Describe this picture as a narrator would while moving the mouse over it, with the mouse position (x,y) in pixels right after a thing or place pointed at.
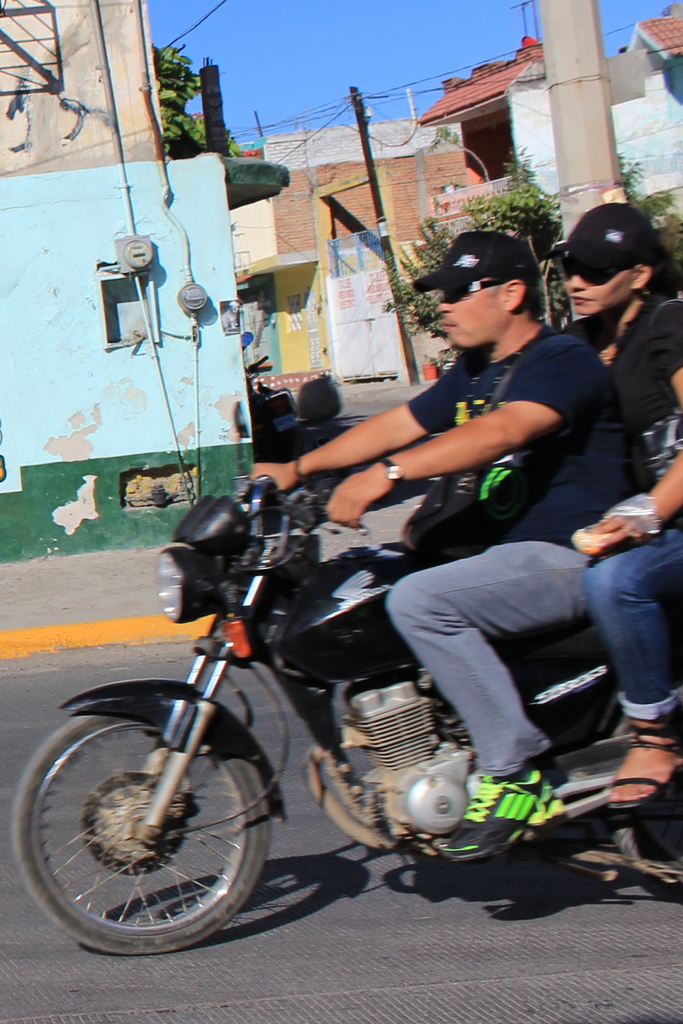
In this image I see a man (469,355) and a woman (574,291) on the bike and they are on the path (14,981). In the background (675,27) I see few buildings (9,38), few trees (522,198) and the sky (248,99).
